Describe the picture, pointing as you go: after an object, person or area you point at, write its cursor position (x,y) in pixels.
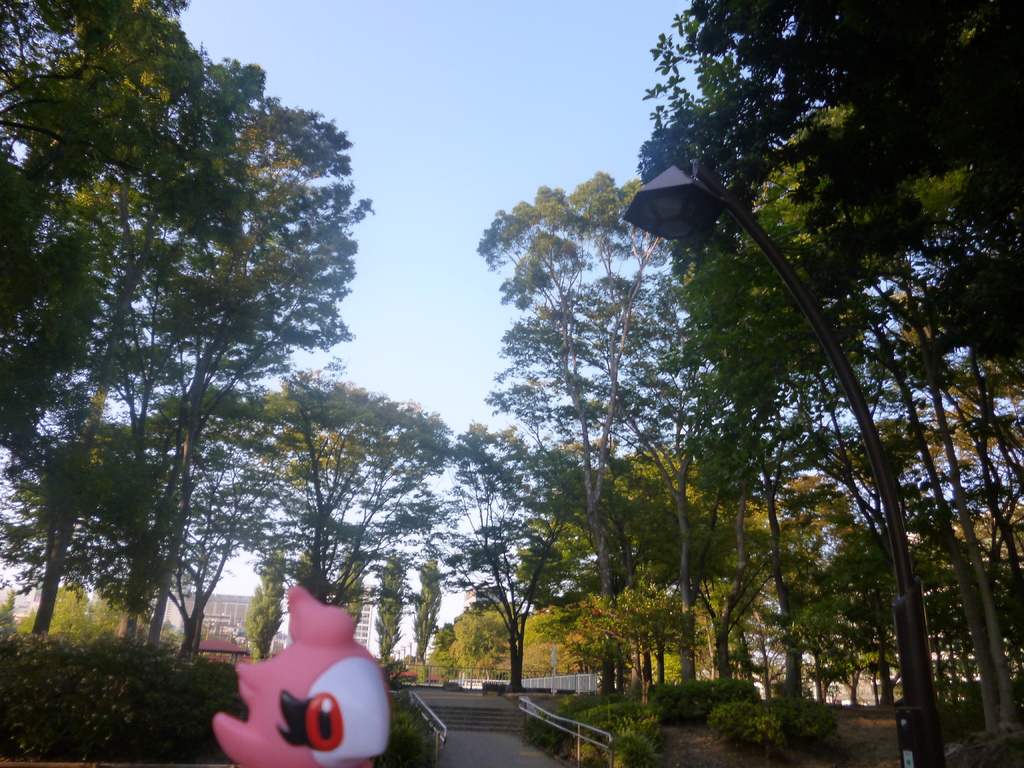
At the bottom of the image (296,631) we can see a toy (253,670), in the background (146,548) we can find few trees (607,658), metal rods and buildings (212,622).
